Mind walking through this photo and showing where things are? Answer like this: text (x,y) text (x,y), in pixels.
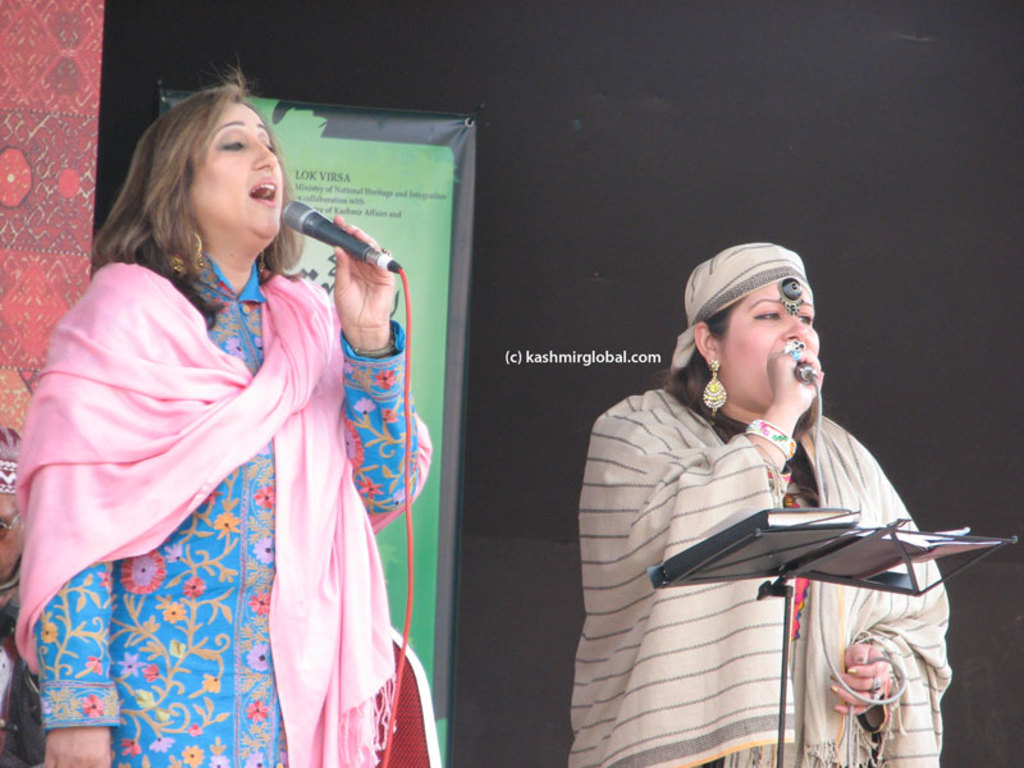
In this picture there are two women (395,404), who are holding a mic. She is standing near to the speech desk (779,582). On this desk (908,581) we can see papers (957,531) and books (835,516). On the back (445,241) there is a green color banner (442,315). On the left (29,270) we can see red color banner (48,140). In the center (504,359) we can see a watermark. On the top right (848,67) there is a dark.
